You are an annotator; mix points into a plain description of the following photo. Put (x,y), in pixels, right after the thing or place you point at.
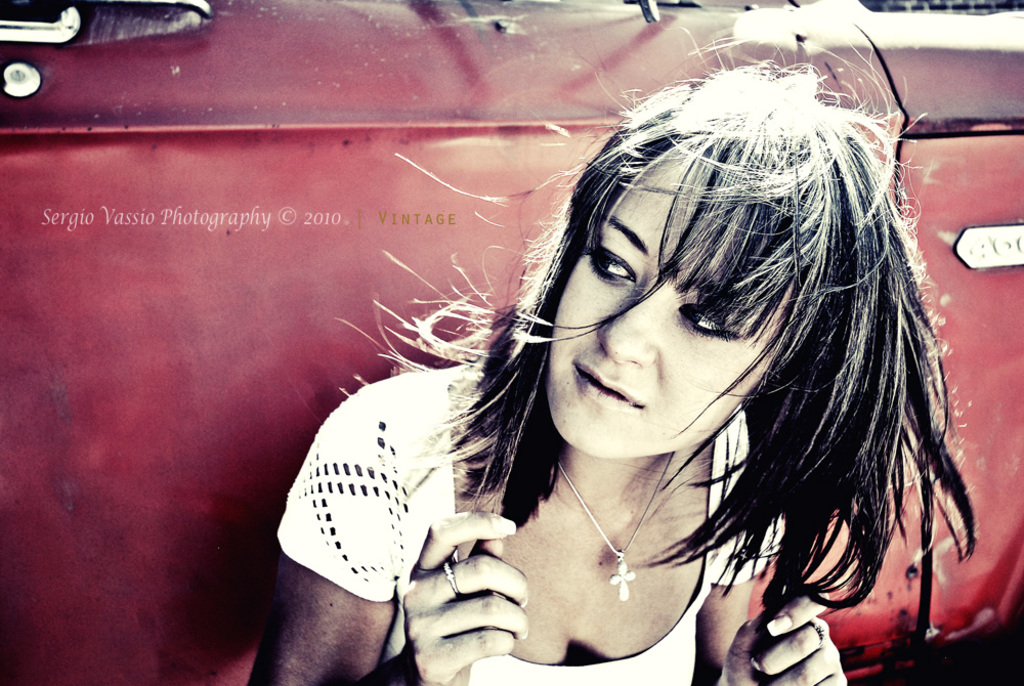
This picture shows a woman (560,296) and we see a car (219,94) on the back (946,578). It is red in color and we see a watermark (220,211) on the top left corner (70,217).
